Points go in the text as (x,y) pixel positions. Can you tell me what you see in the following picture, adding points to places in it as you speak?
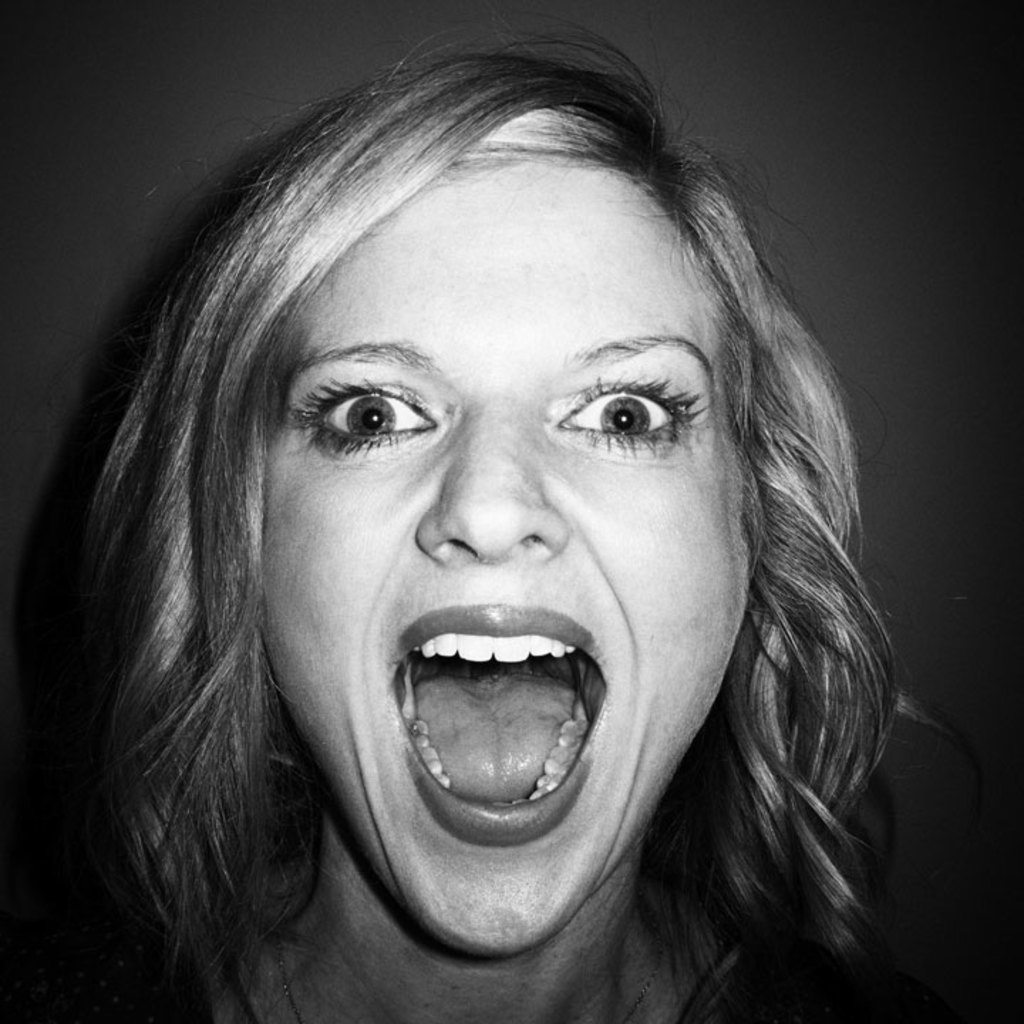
The picture consists of a woman (853,573), she is shouting. The background (92,126) is blurred.
